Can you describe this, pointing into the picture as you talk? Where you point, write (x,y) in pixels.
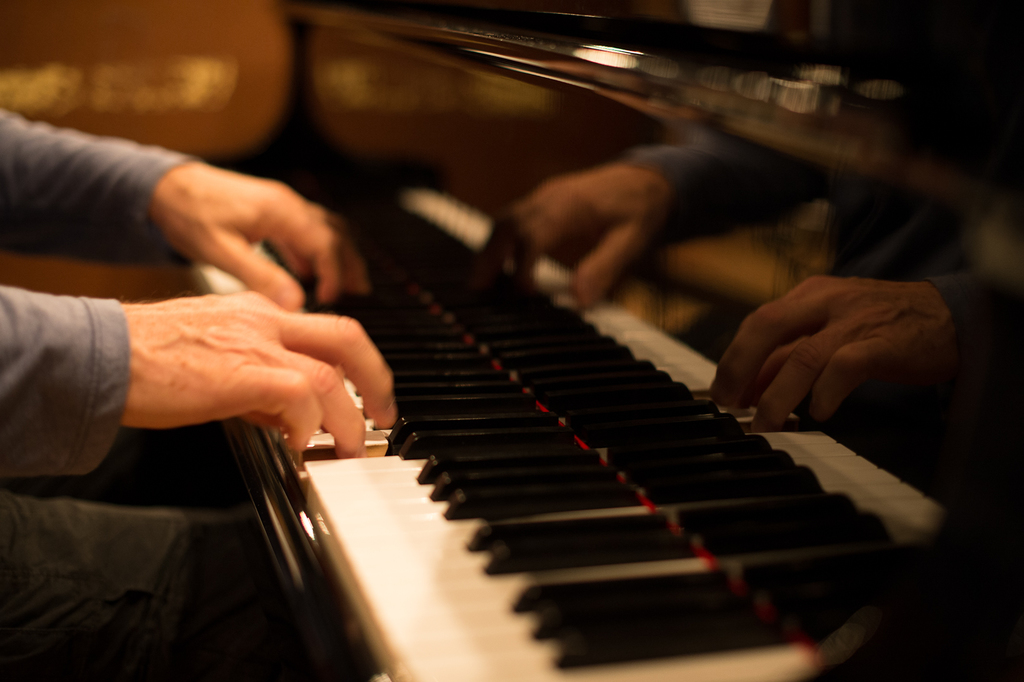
On the left hand side (29,346), there is a person (107,344) playing piano (445,491). On the right hand side (841,358), there is a mirror image (674,230) of this person (190,210).
